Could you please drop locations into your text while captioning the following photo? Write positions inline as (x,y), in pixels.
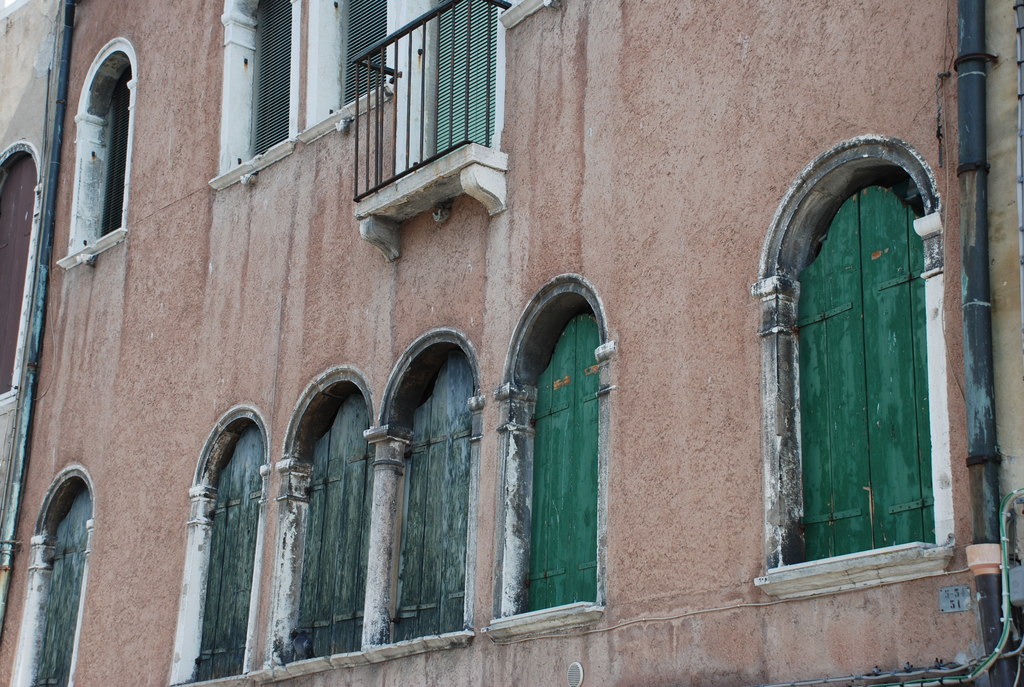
This is a zoom in picture of a building (391,414) as we can see there are some windows (440,447) in the bottom of this image (315,536) and on the top of this image (338,113) as well.
